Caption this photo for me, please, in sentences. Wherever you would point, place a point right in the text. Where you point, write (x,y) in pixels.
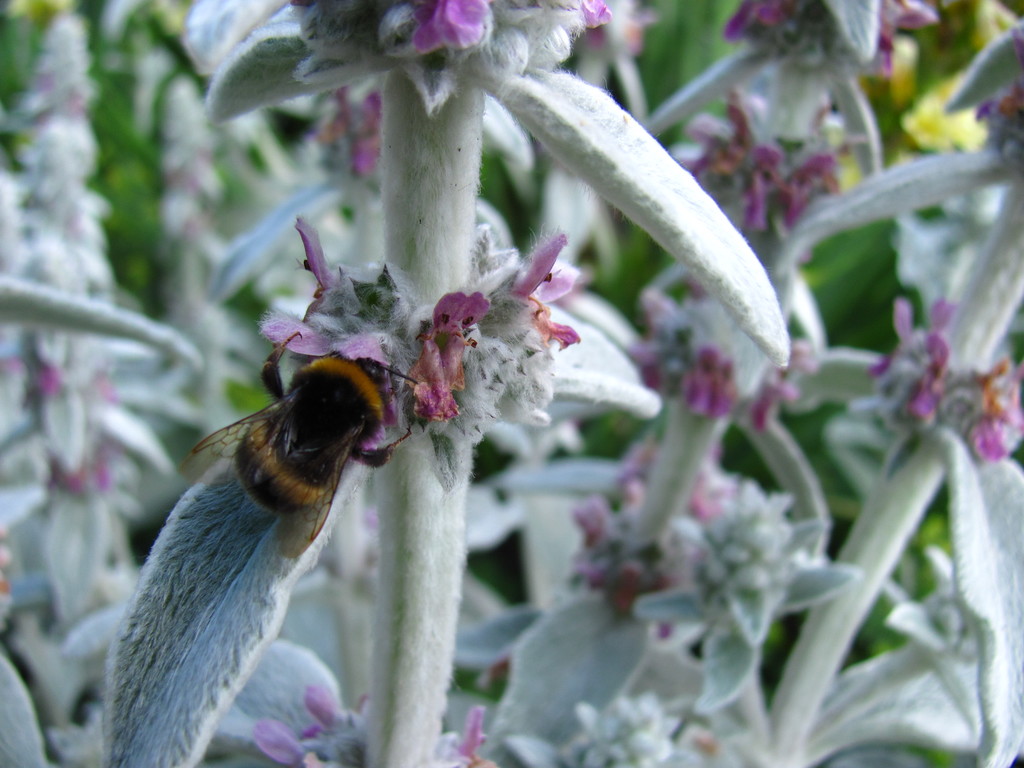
This picture shows a bee (352,396) on the plants (183,323) and we see flowers (489,357) to it.
